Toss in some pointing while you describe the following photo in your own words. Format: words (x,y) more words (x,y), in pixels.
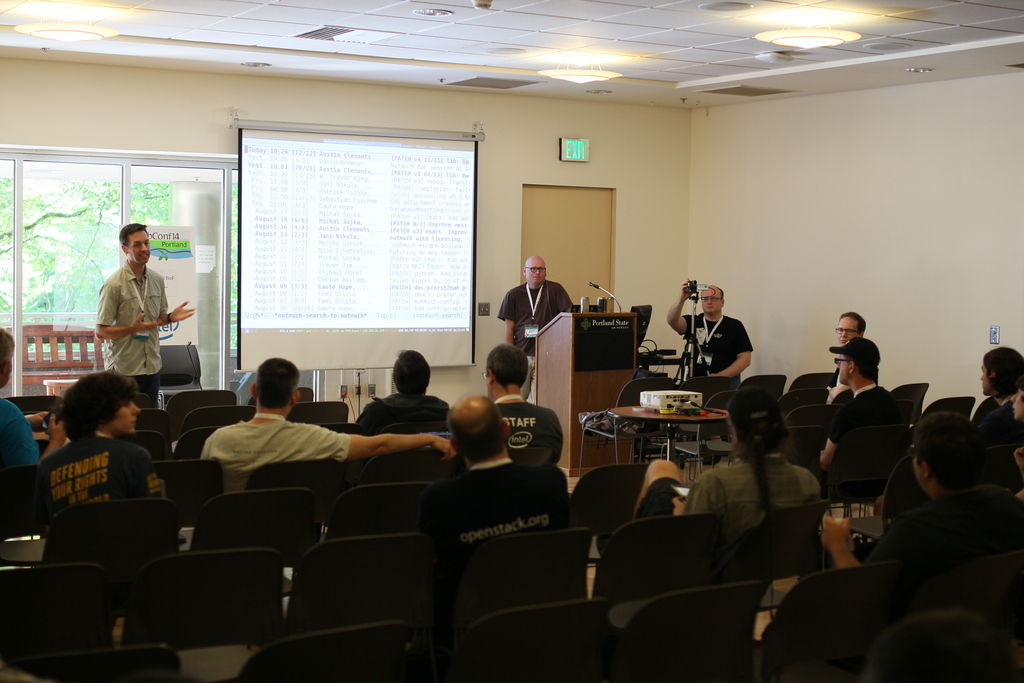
In this image we can see many people (445,479) sitting on chairs (513,565). In the back (134,317) there is a person (144,307) standing. Also there is another person (504,319). And there is a podium (584,334) with mic (605,289) and some other items (586,311). There is a camera (688,288) on a stand (694,325). Near to that there is a person (712,355). In the back (249,197) there is a screen (306,199). Also there is a wall (539,127) with an exit board (569,153). And there is a door (594,227). On the ceiling (651,56) there are lights (840,30). In the back (127,202) there are glass wall (120,225). Through the glass wall (69,273) we can see wooden railing (59,342). Also there is a table (637,419) with a projector (682,397).
